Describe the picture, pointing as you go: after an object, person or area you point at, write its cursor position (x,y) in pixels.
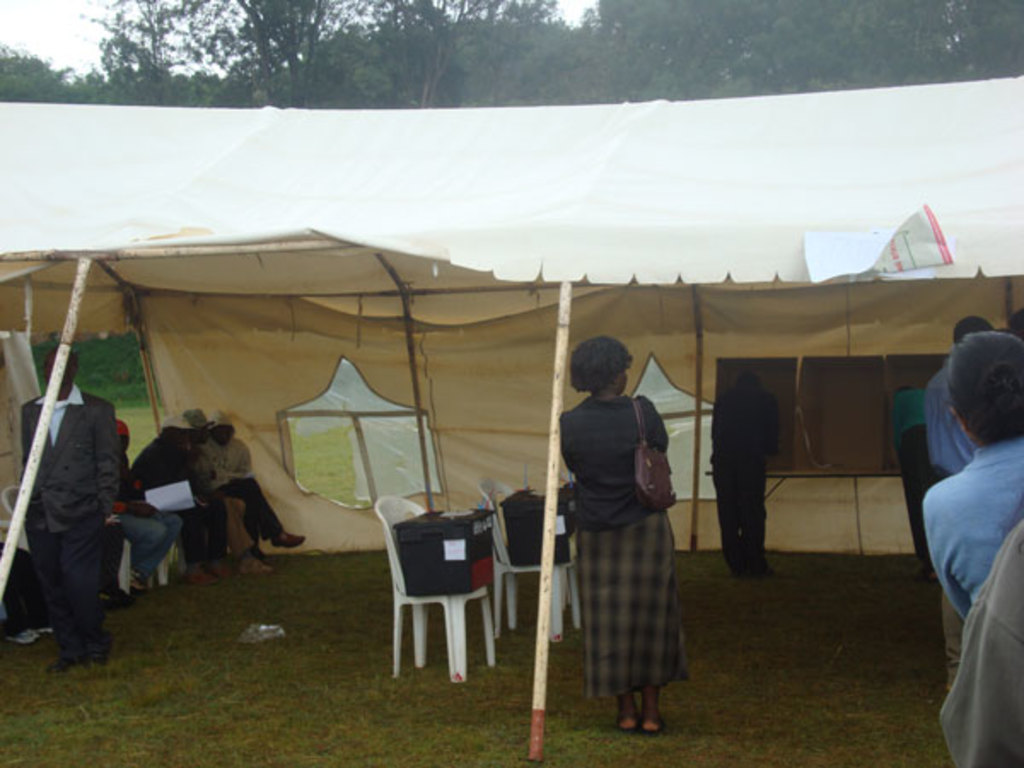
people (944,509) are standing. there is a cream tent (577,268). there are white chairs (553,580) in the tent (544,613) on which there are boxes (444,528). at the left (205,509) people (218,511) are sitting and holding paper (163,501) in their hand (151,504). behind that there are trees (694,50).
